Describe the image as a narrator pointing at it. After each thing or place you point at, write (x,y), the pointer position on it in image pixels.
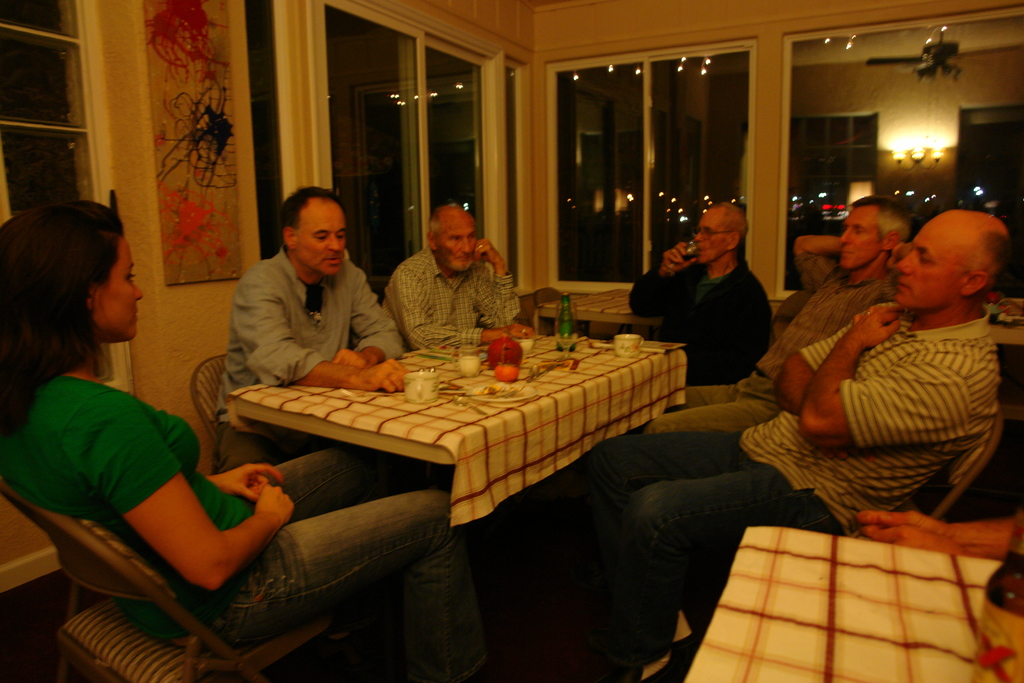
In this image there are so many people (831,407) sitting around the table (418,446) on which we can see there is a cloth (673,389) and some food stuff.
